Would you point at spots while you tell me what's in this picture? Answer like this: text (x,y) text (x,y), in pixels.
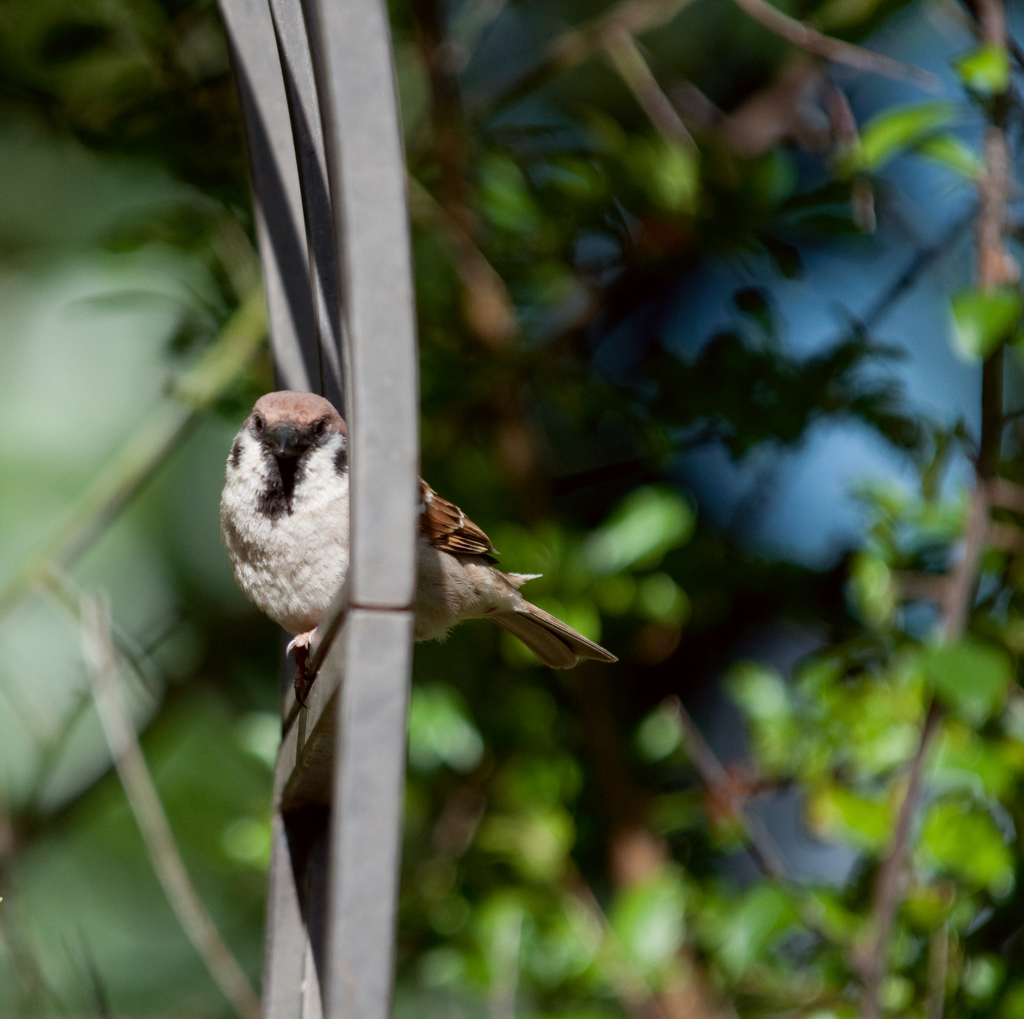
In this image we can see a plant (685,904). There is a bird (426,518) sitting on a metallic object (343,713).
